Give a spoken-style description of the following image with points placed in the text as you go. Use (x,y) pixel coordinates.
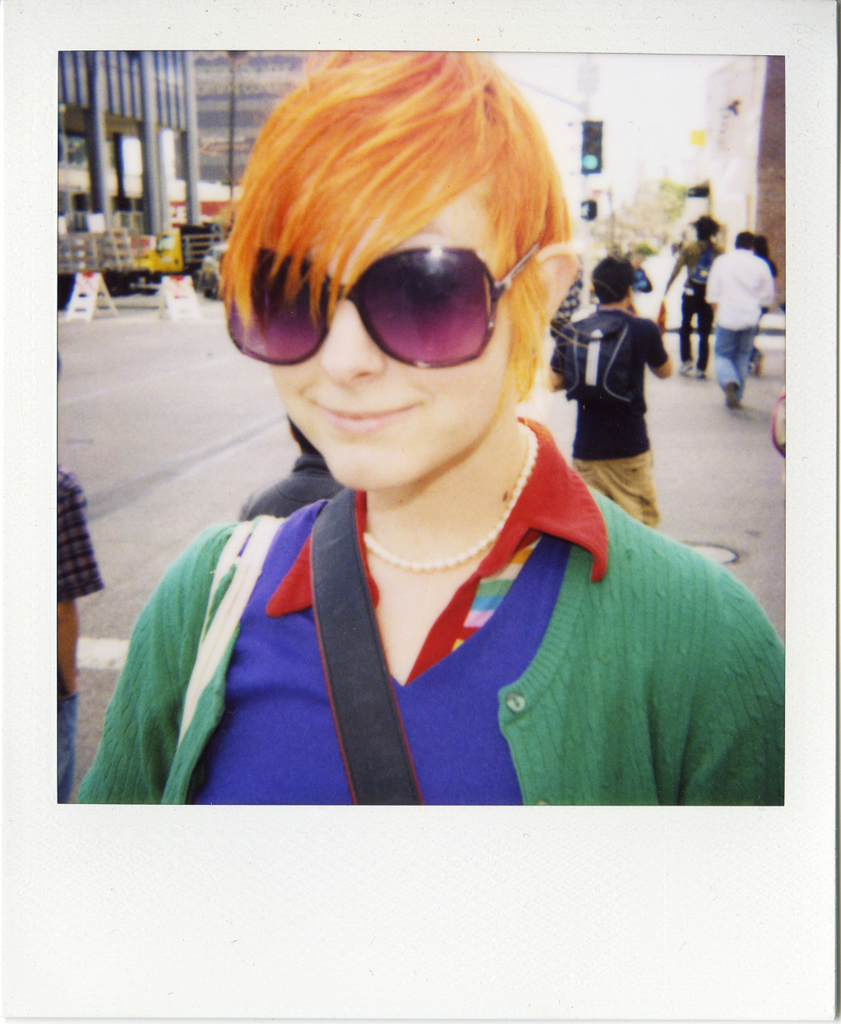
This image consists of a photograph. In this photo a woman (427,500) is smiling, wearing a bag (354,611), goggles (403,334), jacket (656,612) and giving pose for the picture. In the background (611,415) few people (687,375) walking on the road (705,398) and there are few buildings (143,141).
